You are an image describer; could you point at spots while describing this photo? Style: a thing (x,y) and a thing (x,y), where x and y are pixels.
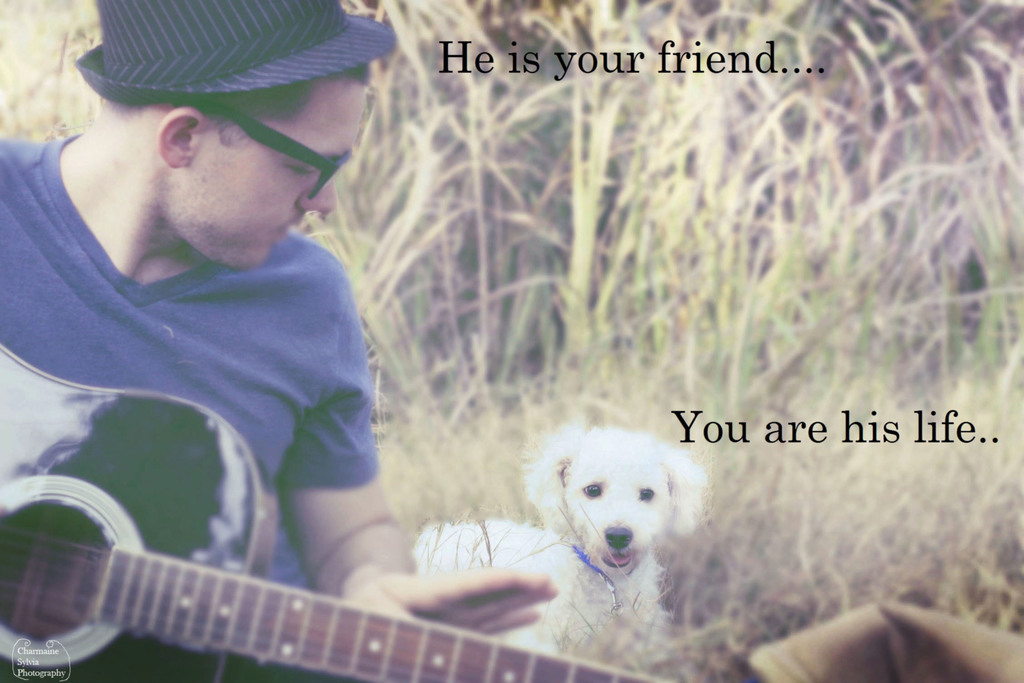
In the middle (611,455) there is a beautiful white dog (605,549). On the left (189,371) a man (187,284) is sitting and holding guitar (392,634) he wear blue t shirt (289,344), hat (243,60) and glasses (302,148). In the background (513,61) there is, a text (636,62) written on image, and plants (736,199), grass (696,305).
